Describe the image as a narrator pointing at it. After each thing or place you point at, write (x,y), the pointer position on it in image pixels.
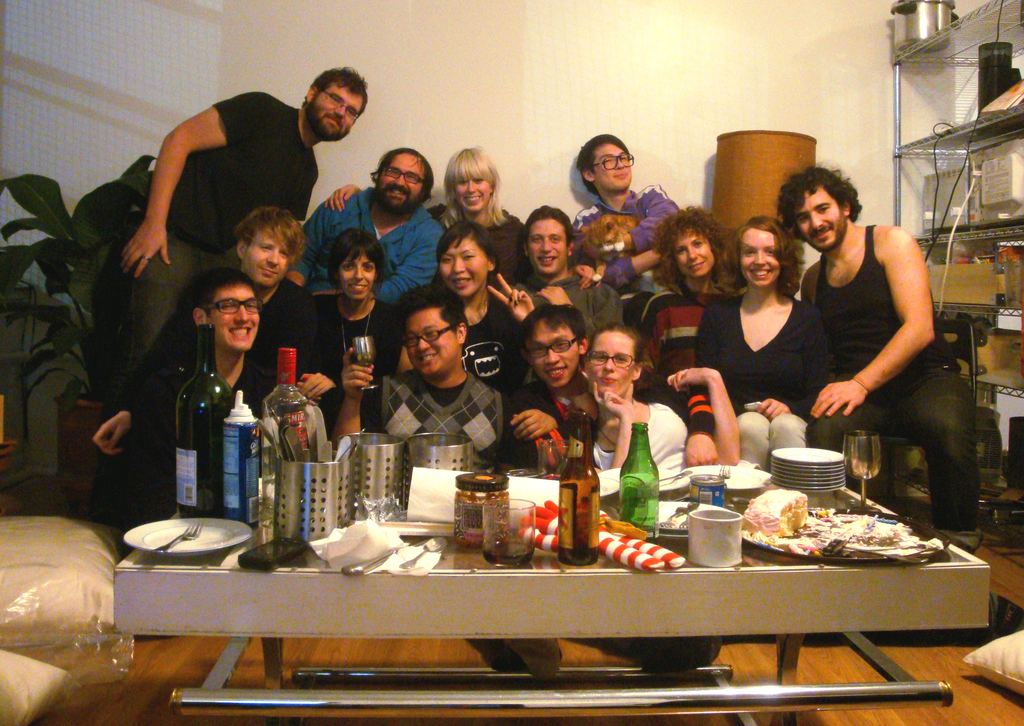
In the foreground of this image (445,587), on the table (433,594), there are few bottles (593,487), a tin (712,488), cup (711,542), platters (816,467), forks (728,472) and few containers (471,504) on it. In the background (573,393), there are a group of people (478,250) posing to the camera. On the right (983,258), there are few objects (1002,254) in the rack (1014,389). On the left (63,356), there is a plant (64,276). At the top (389,55), there is a wall (483,39) and we can also see pillows (53,689) on the floor (957,648).
